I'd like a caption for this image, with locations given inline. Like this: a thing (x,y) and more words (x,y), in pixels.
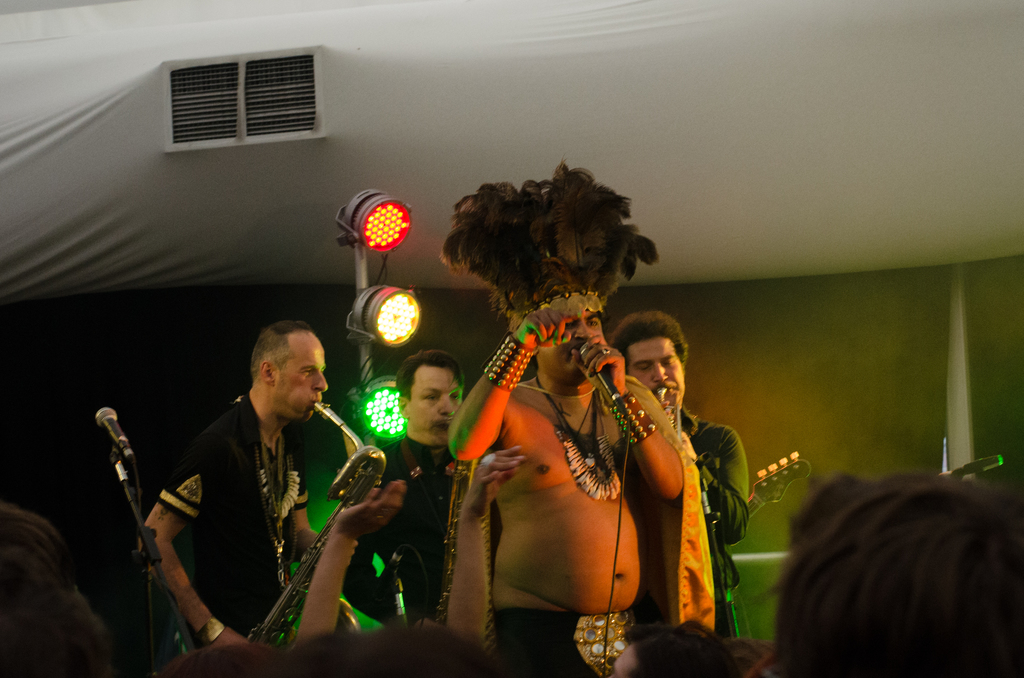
In the picture we can see four men (500,499), one man (513,495) is singing and another man (281,408) is playing a musical instruments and other two (423,484) are also playing a musical instruments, in the background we can see three lights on the stand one is red, yellow and green in color, and we can also see some microphone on the stand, in the background (51,96) we can see a curtain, a tent (820,82), to the tent (71,241) there is a window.
